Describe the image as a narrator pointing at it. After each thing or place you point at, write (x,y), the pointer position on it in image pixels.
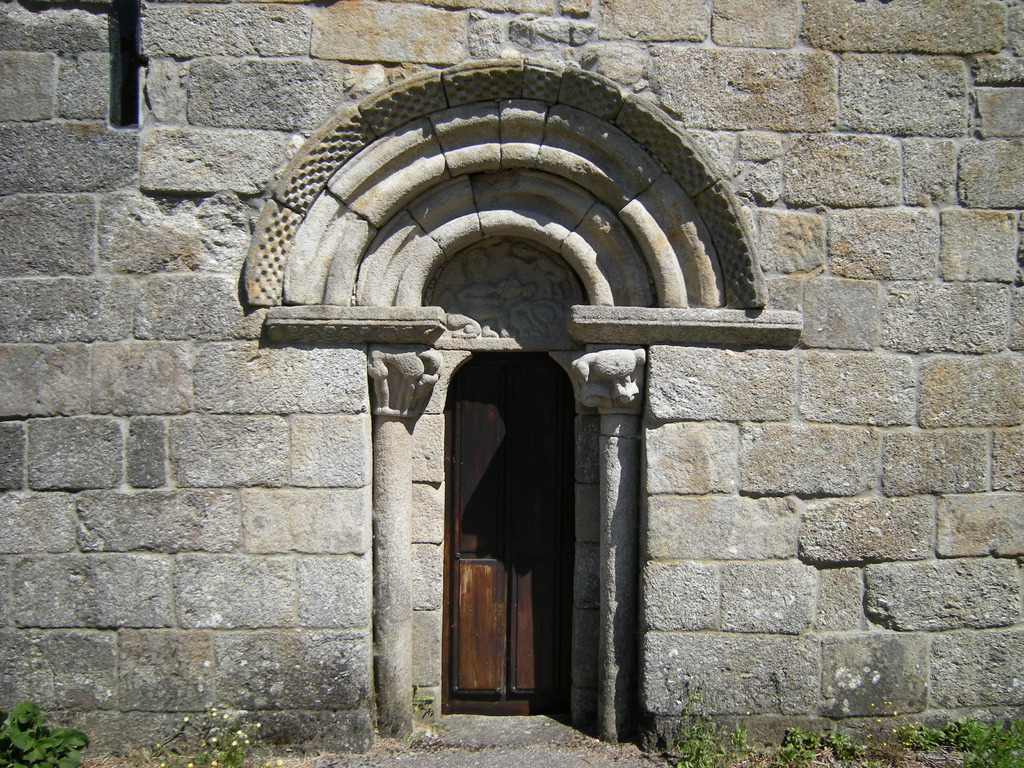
In this picture, there is a church (385,259) with stone walls (779,582). In the center (453,449), there is a door (458,707). At the bottom (233,755), there are plants (76,739).
